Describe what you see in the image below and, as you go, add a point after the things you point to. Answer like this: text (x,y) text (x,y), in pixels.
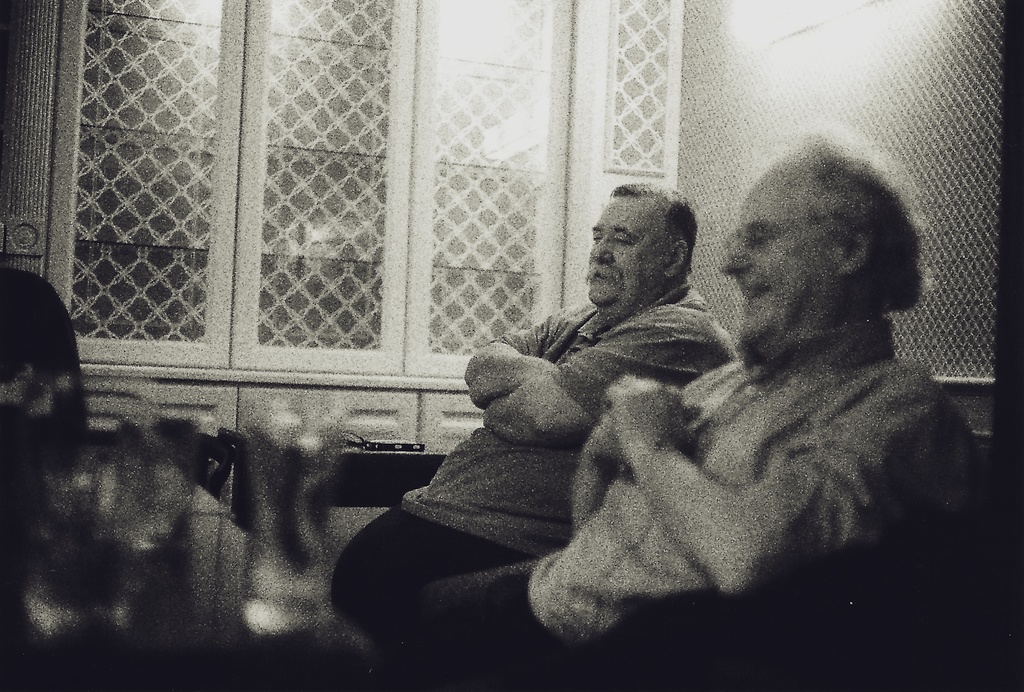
In this image we can see two men (572,406) sitting. On the backside (585,184) we can see some windows (352,176) and grill (338,209).
